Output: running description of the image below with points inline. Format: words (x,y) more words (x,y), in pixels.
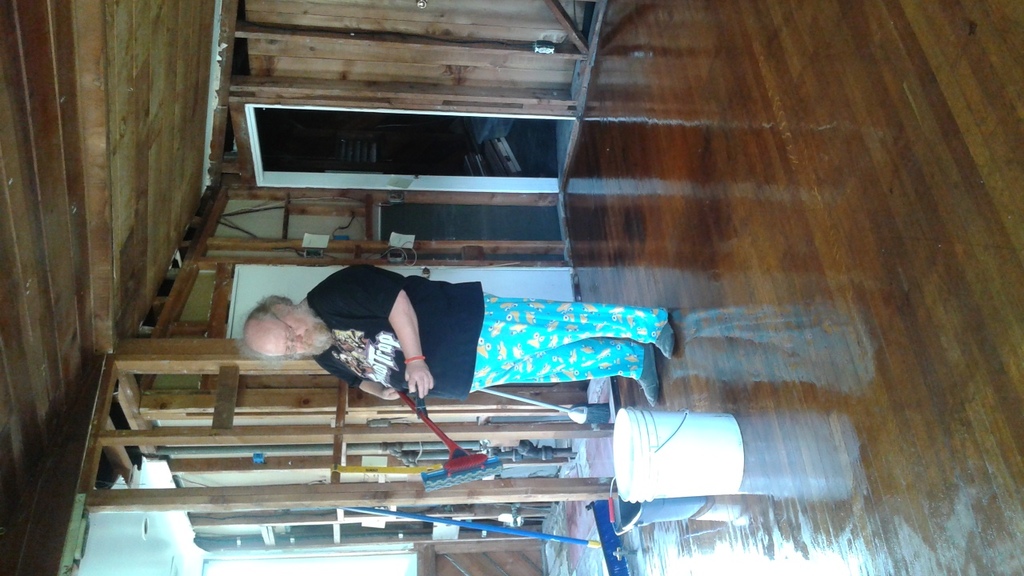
In this image I can see a person (412,342) standing wearing black shirt (433,350), blue pant (533,354) holding some object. Background I can see a wooden door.
